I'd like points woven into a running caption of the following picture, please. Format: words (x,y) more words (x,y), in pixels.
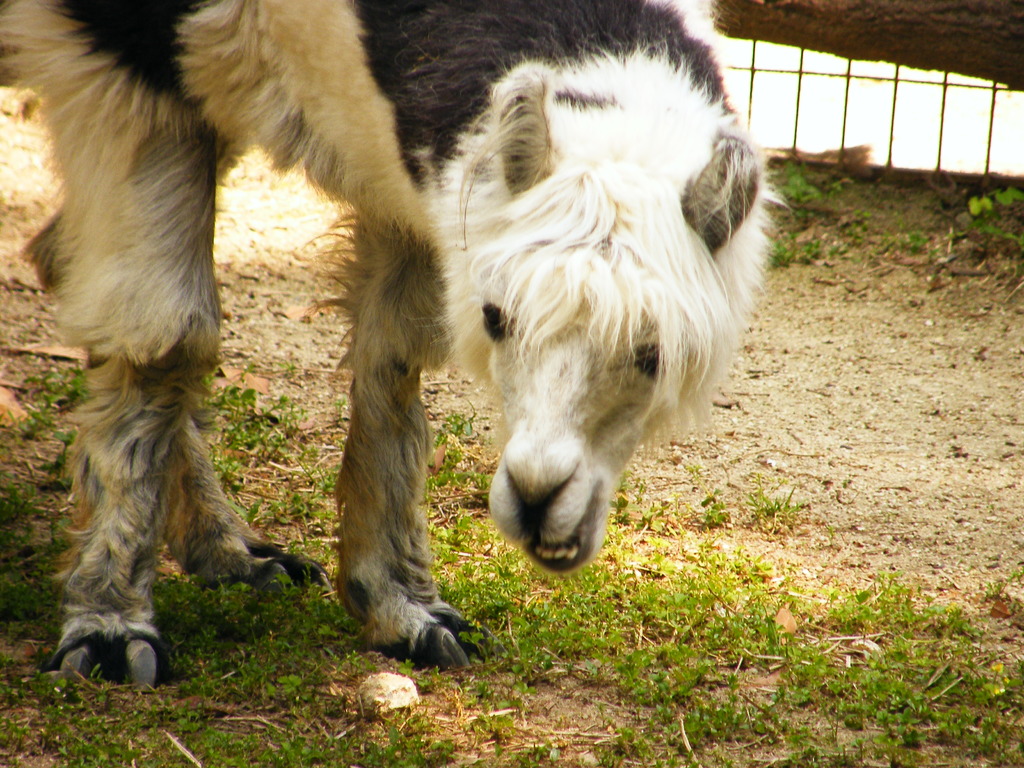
In the picture we can see an animal (382,339) standing on the grass surface (339,393) which seems like a llama (124,319) and behind it we can see a part of the railing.
